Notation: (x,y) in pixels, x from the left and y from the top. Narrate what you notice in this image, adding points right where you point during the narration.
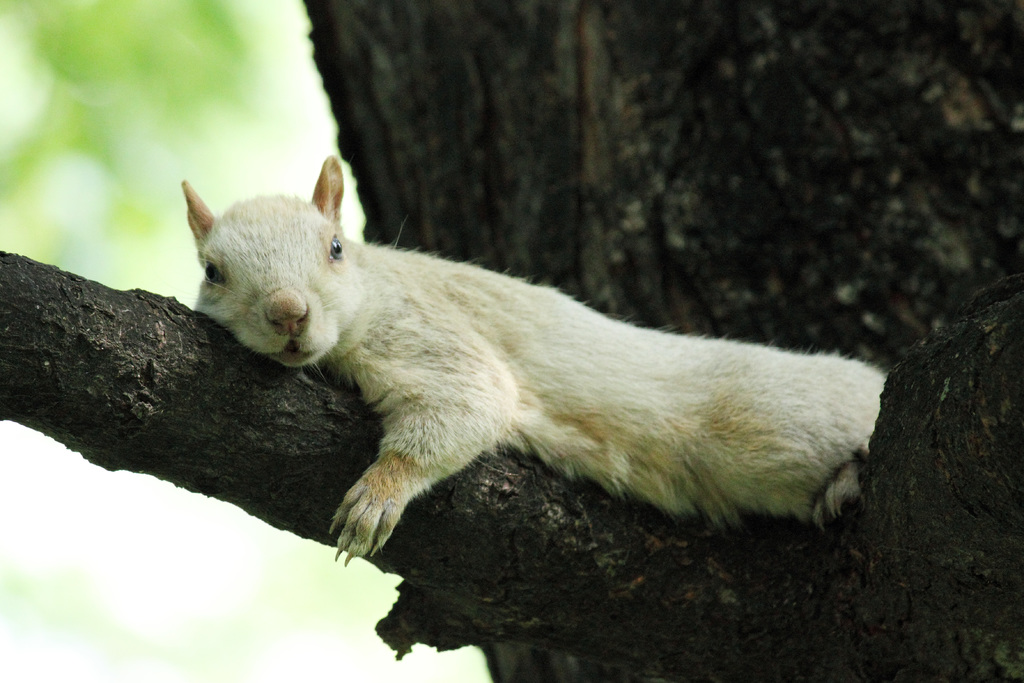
In the image there is an animal (461,341) lying on the branch (303,411) of a tree (524,187) and the background of the animal (252,263) is blur.
